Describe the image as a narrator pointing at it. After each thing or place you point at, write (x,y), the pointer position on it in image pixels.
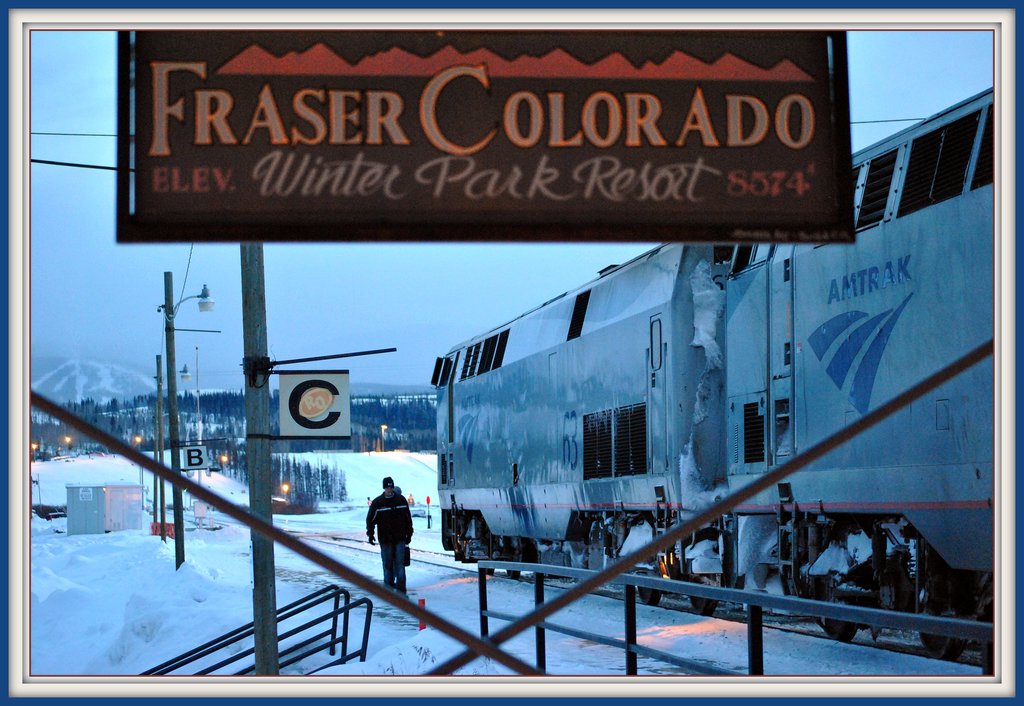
In the foreground (493,165) I can see a board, fence (527,566), a person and a train (653,428) on the track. In the background (322,351) I can see light poles (349,355), trees (412,429), mountains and the sky (392,336). This image is taken may be near the platform (528,597) and it looks like a photo frame.
